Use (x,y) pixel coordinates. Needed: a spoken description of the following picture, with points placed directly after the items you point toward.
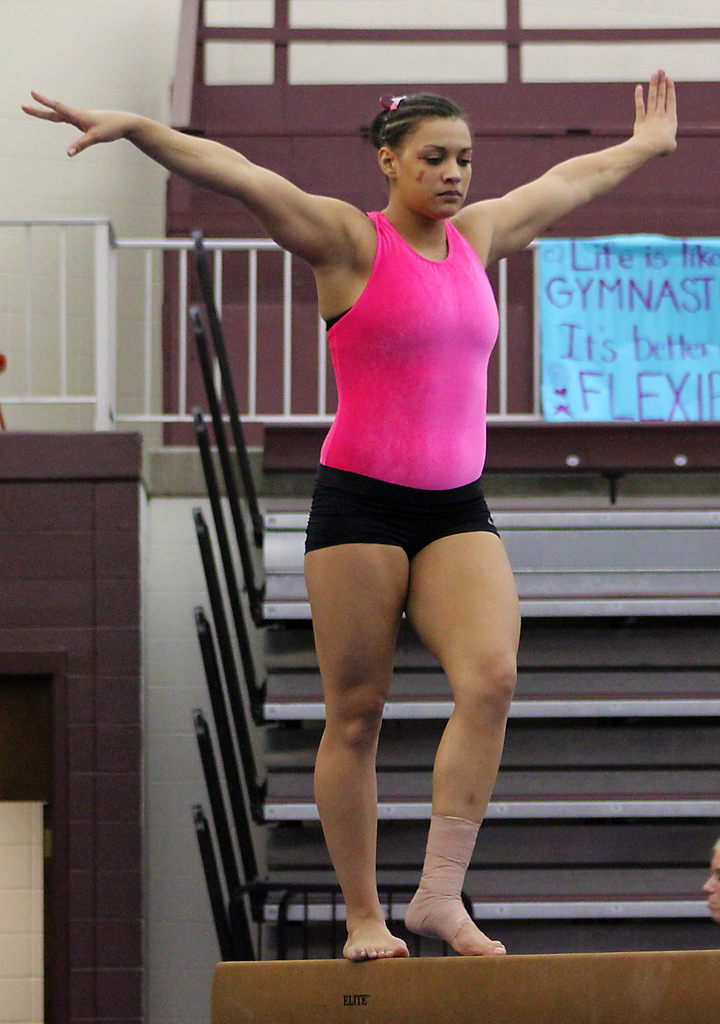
In this picture we can see a woman (387,119) standing on a plank (391,980) and in the background (209,584) we can see a poster (596,295), fence (245,417), wall (88,81) and some objects (246,865).
